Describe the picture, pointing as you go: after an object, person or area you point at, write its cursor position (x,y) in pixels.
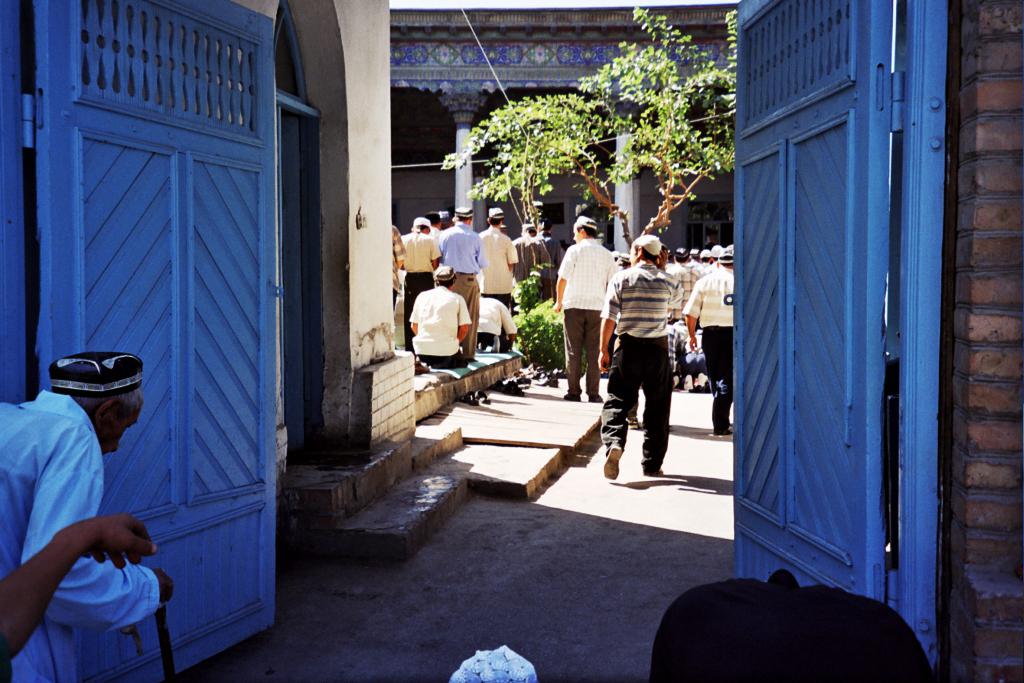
There is an old man (101,400) and another person (56,573) on the left side of the image (108,545) and there are people (583,235) and plants (588,83) in the center (642,260) and there are doors (772,491) on both the sides, there are wires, windows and pillars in the background area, it seems like unclear objects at the bottom side (739,612).
